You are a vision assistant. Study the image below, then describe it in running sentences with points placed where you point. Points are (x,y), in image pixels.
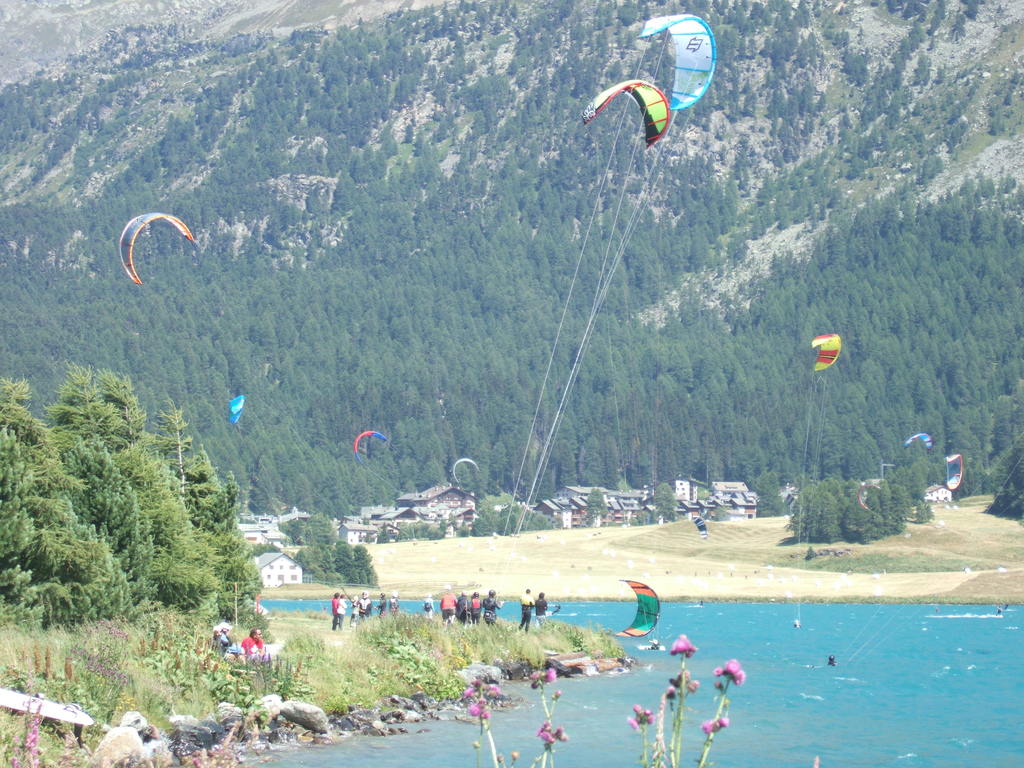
In the foreground of the picture (60,538) there are trees (156,587), plants (261,665), stones (430,712), flowers (470,708), water (667,670) and people (353,602). In the center of the picture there are parachutes (827,340). In the center of the background (242,478) there are trees (319,533) and houses (371,527). At the top (97,122) there are trees (1001,272) and hills (512,69).
